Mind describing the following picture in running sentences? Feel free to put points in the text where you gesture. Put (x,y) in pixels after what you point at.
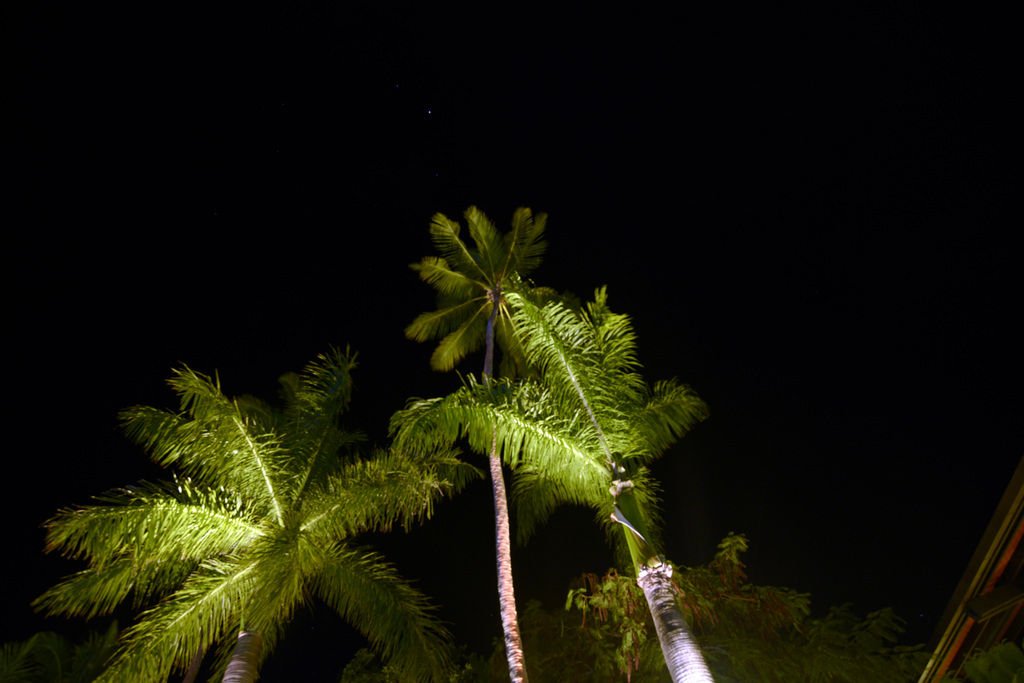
In this image there are few trees (552,423) and stars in the sky (504,111).
